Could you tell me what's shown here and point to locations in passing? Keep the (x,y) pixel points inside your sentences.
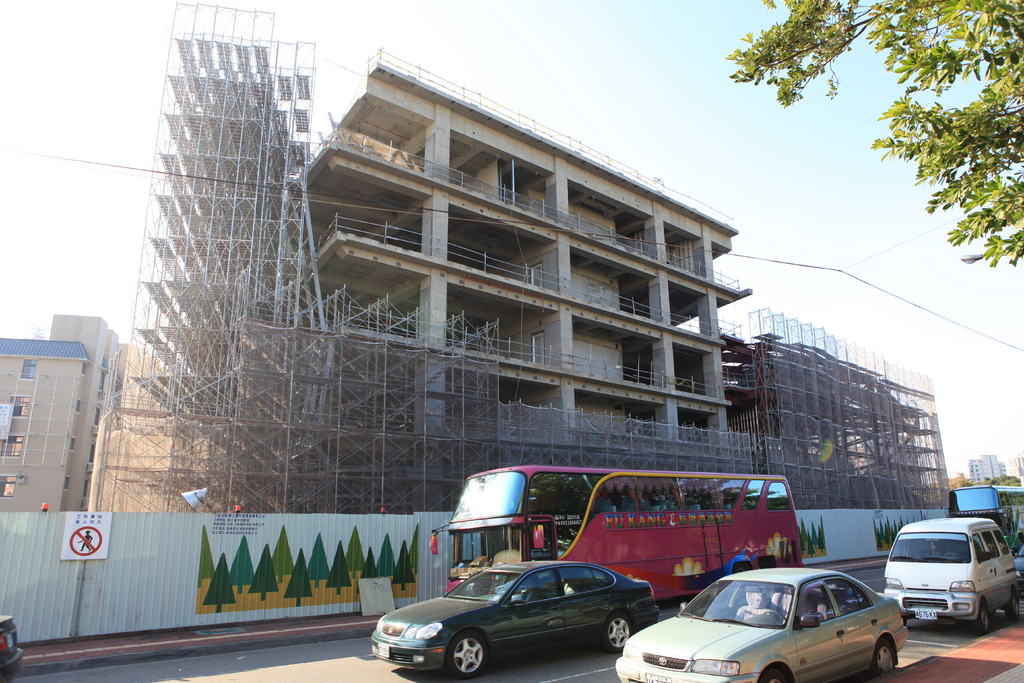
In the center of the image (437,263) we can see buildings (566,436). At the bottom of the image (963,509) we can see wall (820,559), vehicles (690,591) and road (291,660). On the right side of the image (958,166) we can see tree (962,186). In the background (822,121) there is sky (754,106).
